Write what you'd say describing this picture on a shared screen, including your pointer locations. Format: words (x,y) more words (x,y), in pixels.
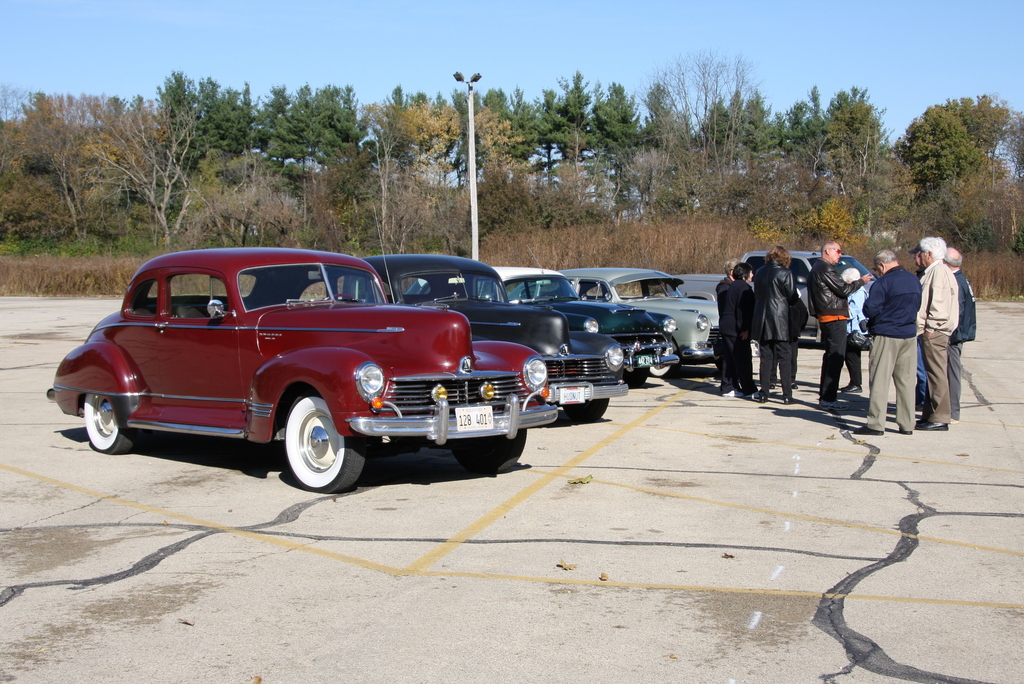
In this image I see 5 cars (477,359) and I see few persons (790,312) over here who are standing and I see the path (6,305). In the background (5,284) I see a pole (476,238), plants (586,249), trees (526,165) and the sky (425,54).
